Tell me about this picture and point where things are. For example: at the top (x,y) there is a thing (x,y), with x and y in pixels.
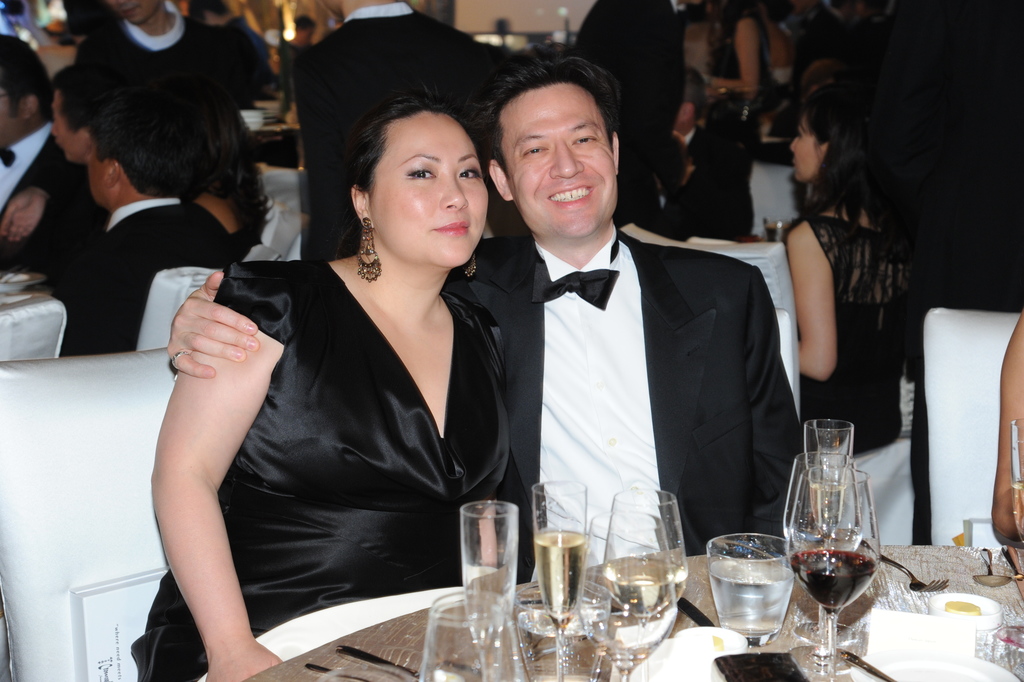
In the middle of this image (597,302), there is a person (685,270) in a suit (696,343), smiling, sitting and holding a shoulder (208,376) of a woman (380,280) who is in black color dress (451,308), smiling and sitting in front of a table (1004,619), on which there are glasses (744,616) and other objects (906,631) arranged. In the background (890,34), there are persons (54,158) sitting, there are persons (407,50) standing and other objects (439,3).
